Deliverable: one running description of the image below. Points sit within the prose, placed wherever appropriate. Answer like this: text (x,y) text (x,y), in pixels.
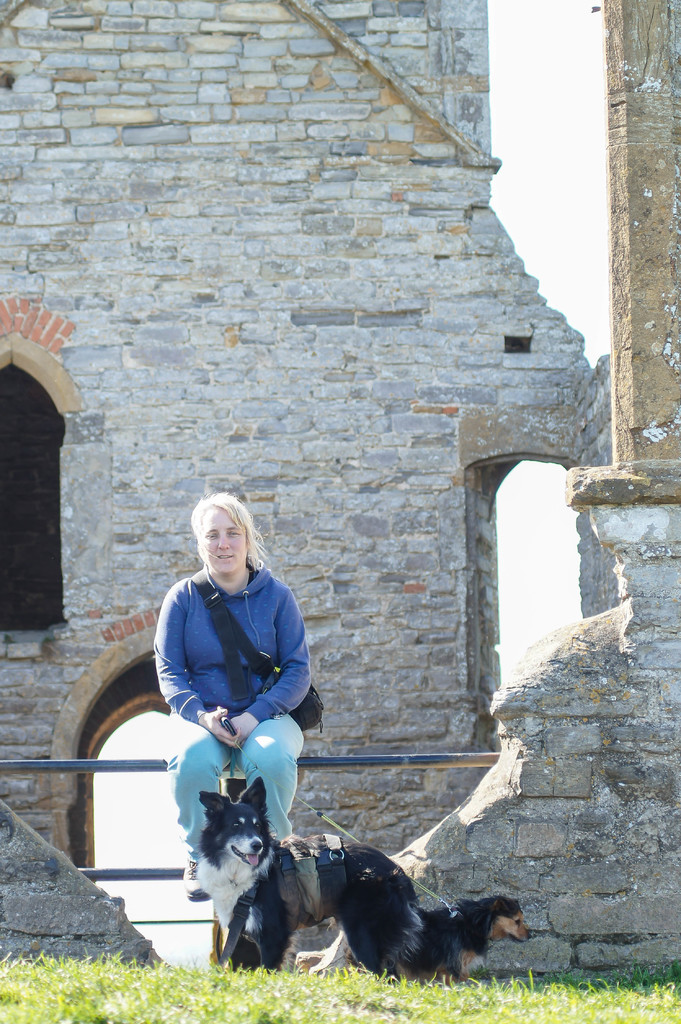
In this image I can see a person (235,739) sitting on the fencing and wearing blue top (211,646) and jeans (268,773). In front (471,925) I can see a dogs (410,896). They are in brown, black and white color. I can see a building (259,222) and windows (36,462). The sky (565,135) is in white color.
